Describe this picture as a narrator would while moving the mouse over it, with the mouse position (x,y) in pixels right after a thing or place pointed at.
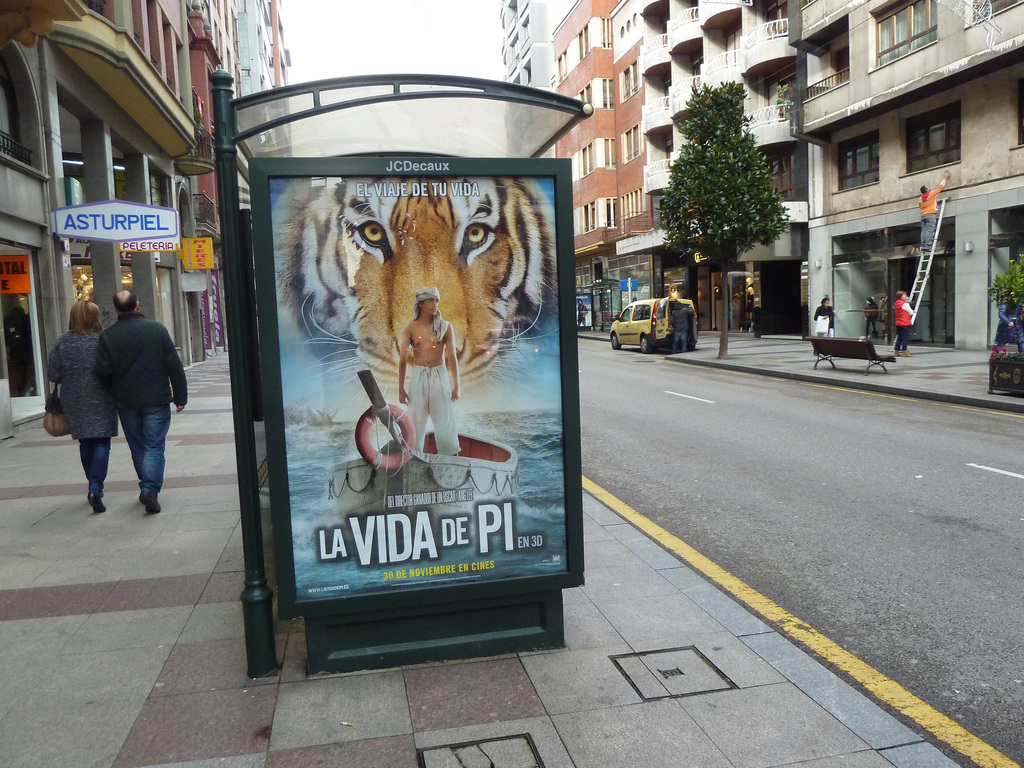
In this image I see a board (340,277) over here on which I see few words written and I see the boat (367,495), a boy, water (520,554) and the tiger (353,244) and I see the footpath (985,359) on which there are few people (906,304) and I see a person (937,209) on this ladder (921,263) and I see a bench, a tree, a car (650,332) over here and I see the road (678,519). In the background (540,54) I see the buildings (845,194) and I see few boards (141,205) over here on which there are words (146,213) written and I see the sky (314,71).
